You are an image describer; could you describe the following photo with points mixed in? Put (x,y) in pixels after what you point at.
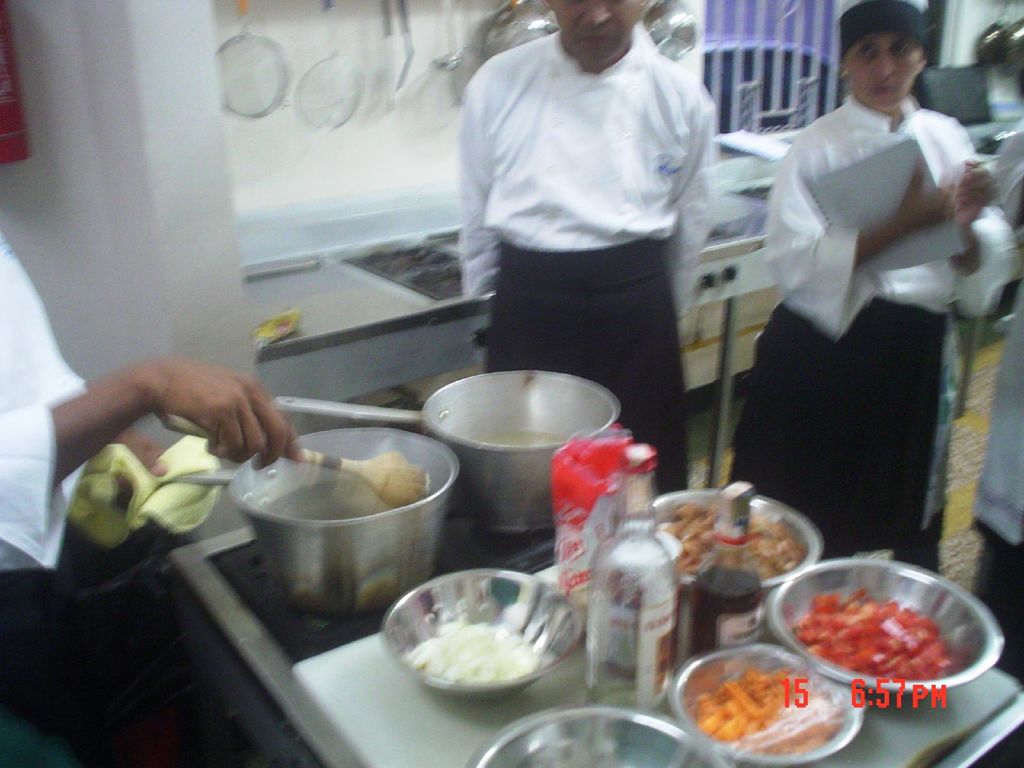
In this image we can see a person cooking on the stove (291,611) with a bowl (330,529). We can also see some chopped vegetables (433,662) in the bowls (406,643) and some bottles (606,606) on the table (563,701). On the backside (568,302) we can see some people (804,406) standing. In that a woman (835,342) is holding a book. we can also see some utensils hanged to the wall (368,138).
